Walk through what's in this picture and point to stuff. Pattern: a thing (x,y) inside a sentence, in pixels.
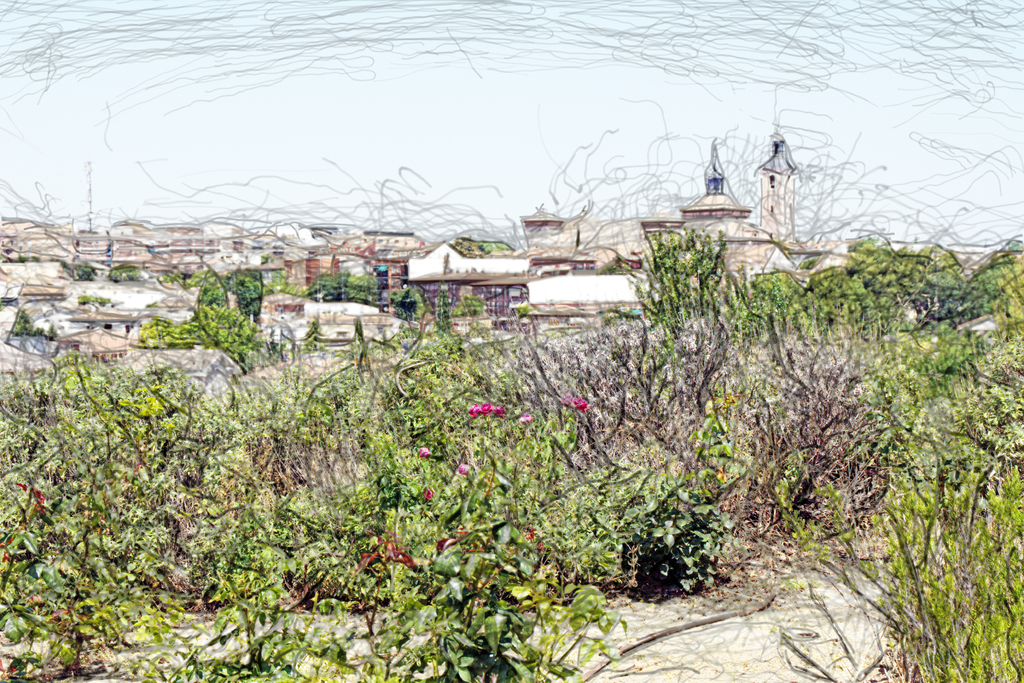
In this image we can see depictions of houses (35,242), plants (22,435), sky (476,146).
